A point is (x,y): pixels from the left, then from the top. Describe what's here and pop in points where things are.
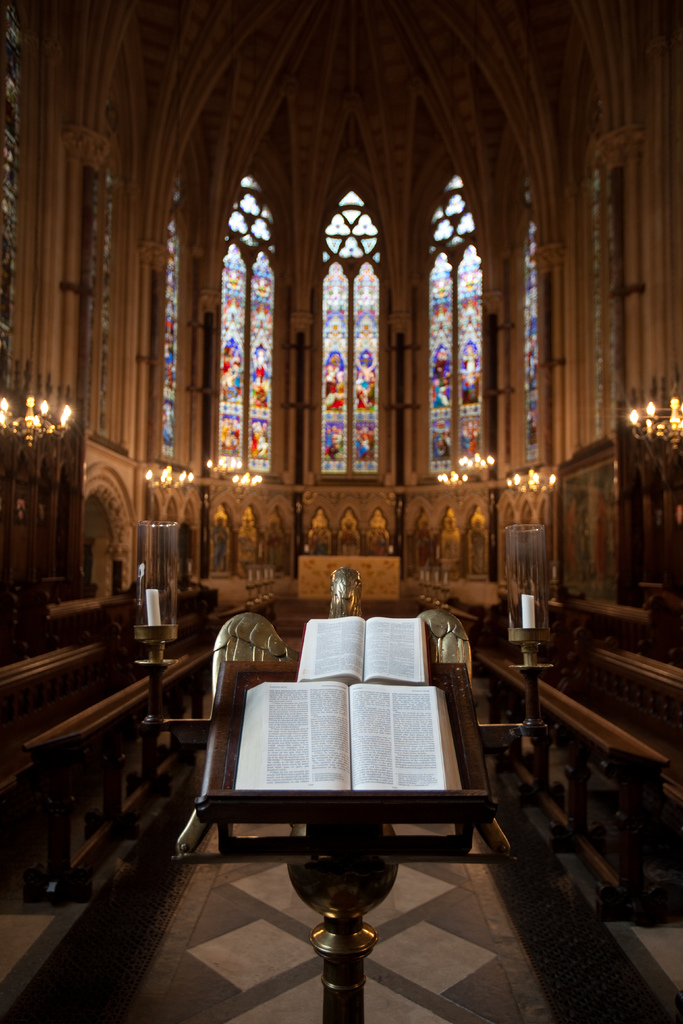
In this image I can see inside view of the building (506,306) and I can see a colorful wall (297,385), in the wall (315,461) I can see colorful lights (14,429), in the foreground (306,649) I can see a stand (302,864), on the stand (312,824) I can see books (374,673).
